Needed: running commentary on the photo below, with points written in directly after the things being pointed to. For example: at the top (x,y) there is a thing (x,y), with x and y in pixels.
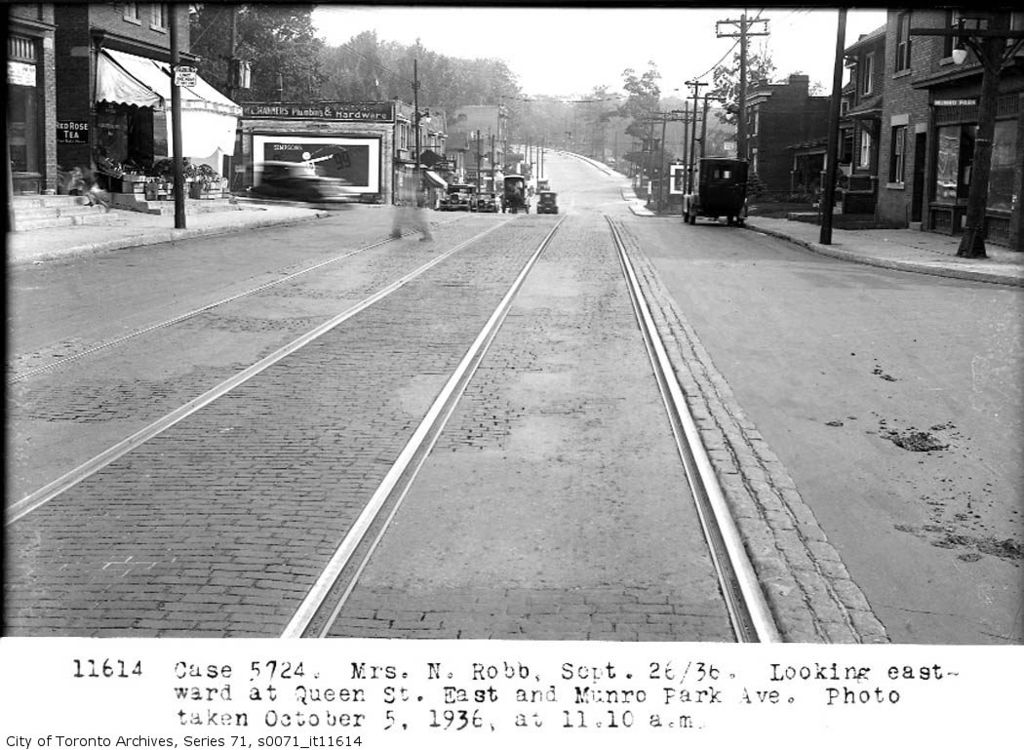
This is a black and white image. In this image we can see a group of vehicles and a person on the road (900,310). We can also see the utility poles (823,223) with wires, some buildings (794,168), the signboards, a group of trees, poles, the street sign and the sky (591,78) which looks cloudy. On the bottom of the image (130,679) we can see some text (217,664).
